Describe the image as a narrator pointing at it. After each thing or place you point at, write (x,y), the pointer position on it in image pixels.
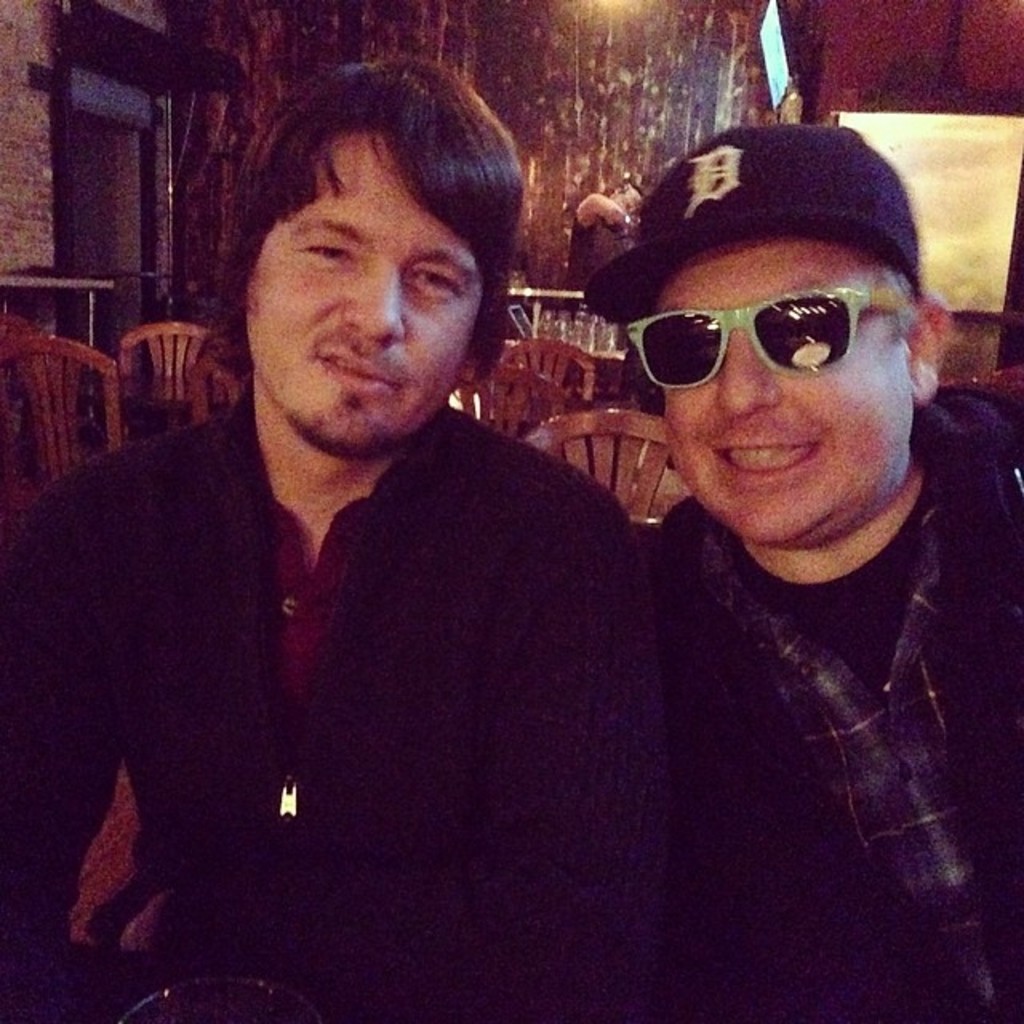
In this picture I can see two persons (412,604), one person (760,356) is wearing cap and spectacles (768,332).
